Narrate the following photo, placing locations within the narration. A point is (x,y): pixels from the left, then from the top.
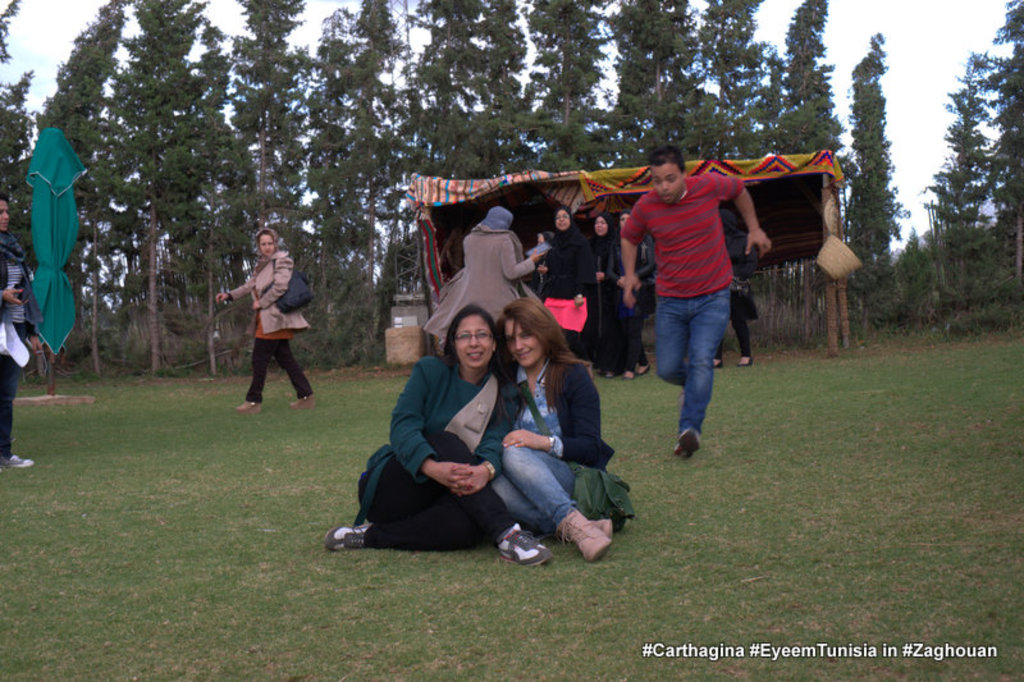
In this image I can see the group of people (498,241) with different color dresses (485,245). There are two people (406,440) sitting on the ground (378,603). I can see one person (274,357) wearing the bag (295,307). In the background (369,247) I can see the shed (506,198), many trees (569,145) and the sky (938,16).
